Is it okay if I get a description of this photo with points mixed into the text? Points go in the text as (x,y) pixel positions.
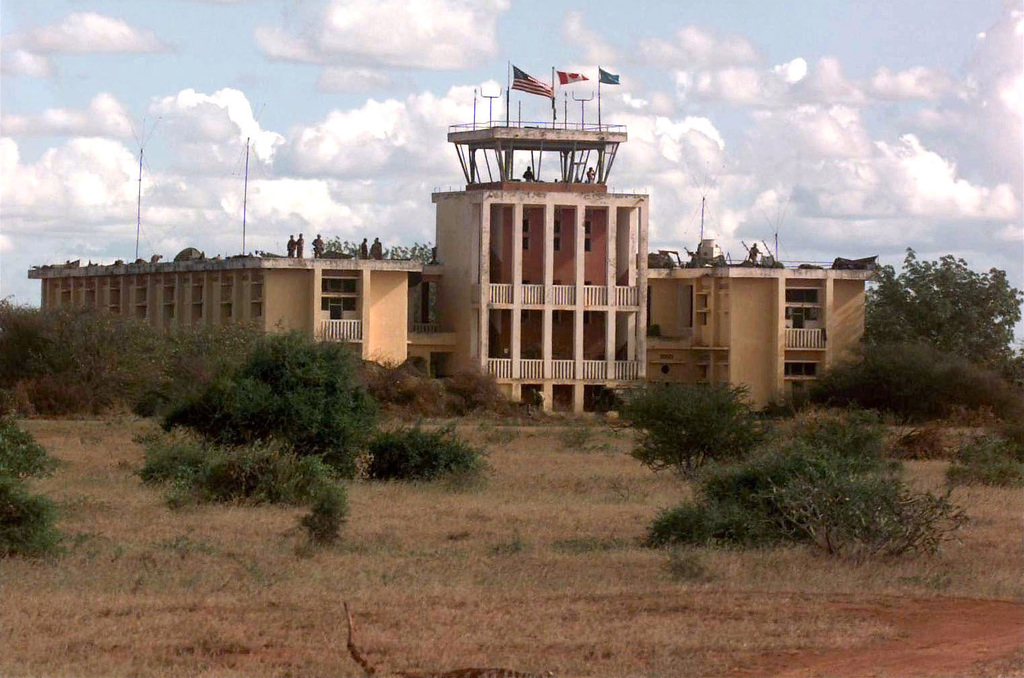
In this picture we can see a building (449,210) and flags (517,79). On the building (457,229) there are poles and few people (752,245) are standing. On the left (101,331) and right side of the image (865,318), there are trees (904,357). In front of the building (488,325) there is grass (438,488). Behind the building (476,261), there is the cloudy sky (669,68).
